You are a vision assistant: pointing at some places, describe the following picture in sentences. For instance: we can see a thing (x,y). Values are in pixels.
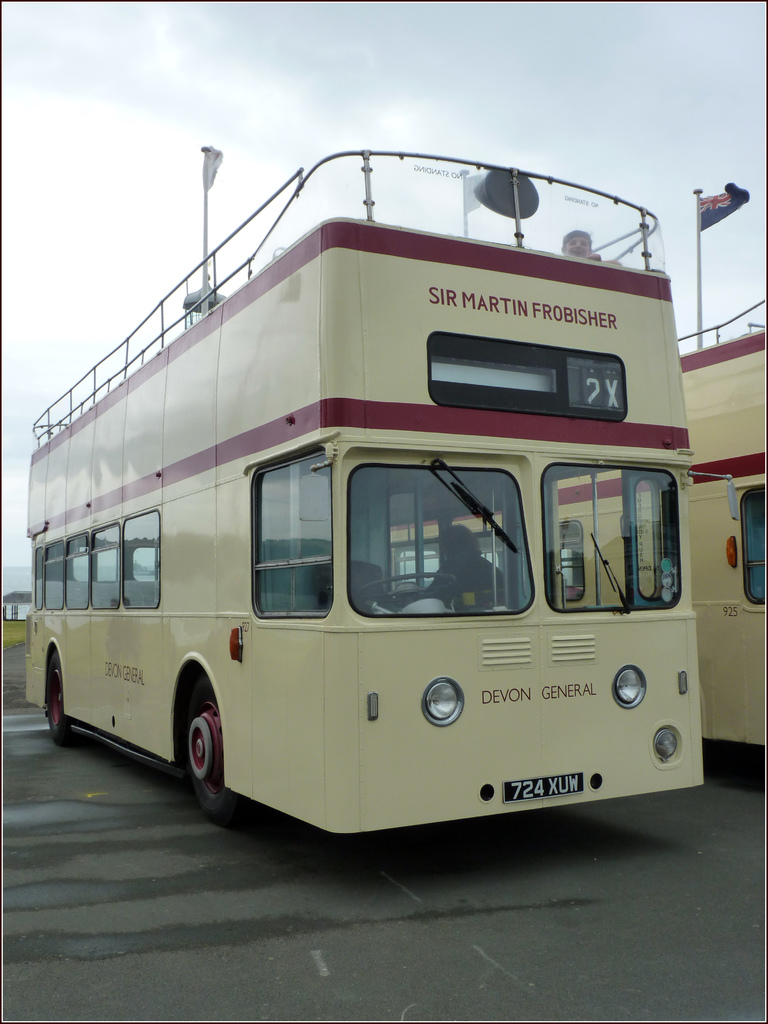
In the picture I can see buses (524,532) on the ground (521,933). I can also see something written on a bus (437,759) which is on the left side of the image (241,578). In the background (97,202) I can see the sky (177,155).
